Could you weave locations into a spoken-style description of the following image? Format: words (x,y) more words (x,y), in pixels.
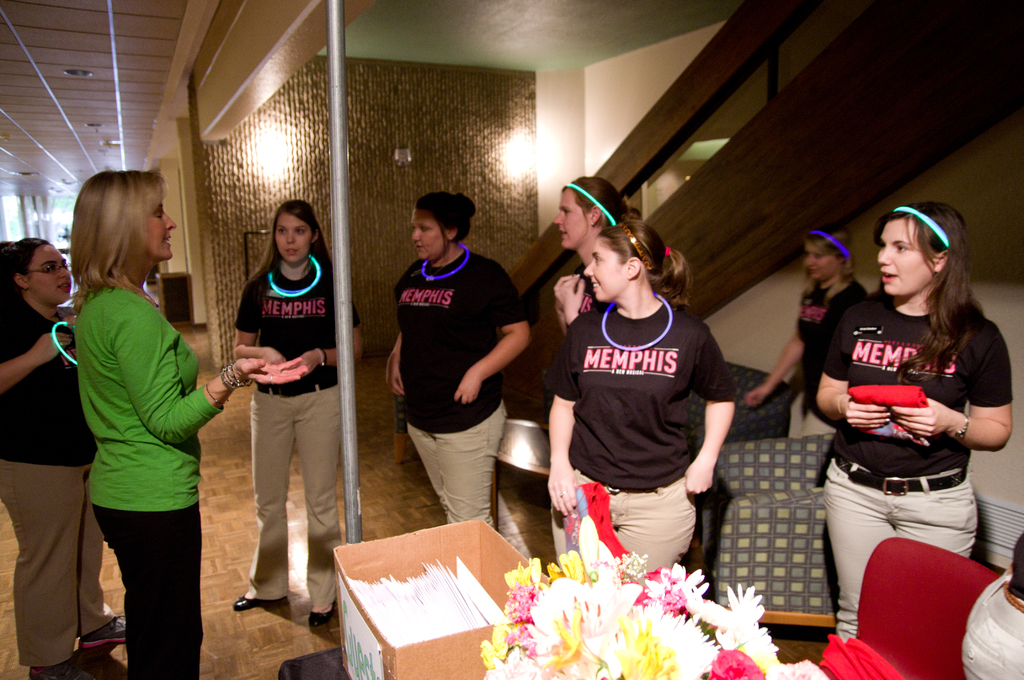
In the foreground (180,408) I can see a group of women's (5,297) are standing on the floor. At the bottom (765,511) I can see bouquets (719,639), chairs (784,539) and a carton box (370,627). In the background (361,164) I can see a staircase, pole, wall (298,135) and a rooftop (108,131). This image is taken in a hall (284,331).
